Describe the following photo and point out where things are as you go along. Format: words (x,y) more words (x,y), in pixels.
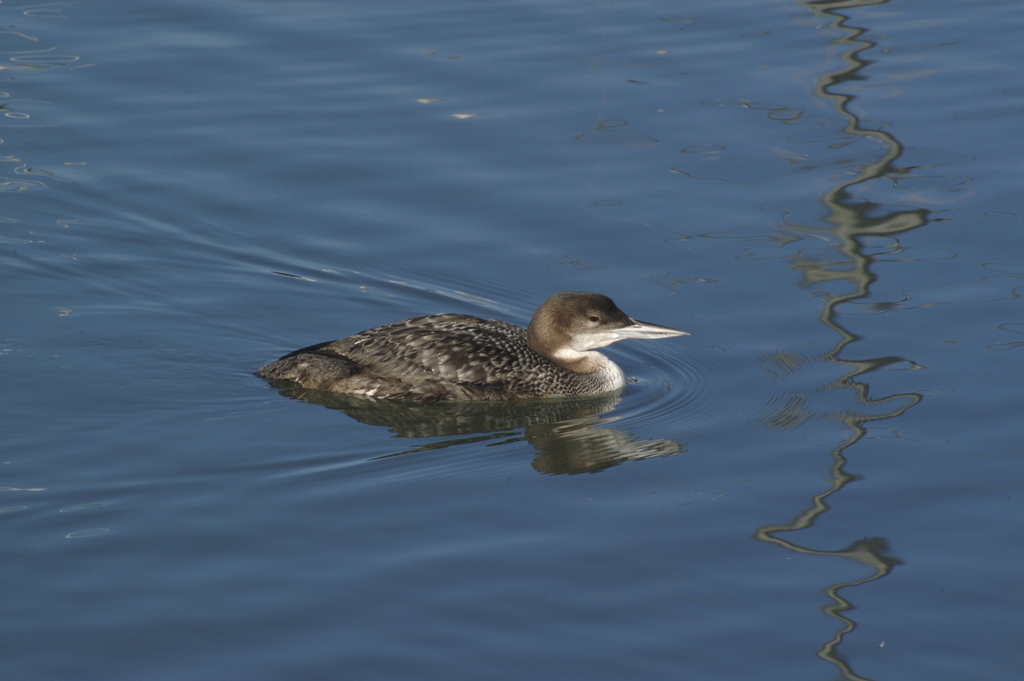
In this image we can see a bird (499,370) in the water (234,321).
